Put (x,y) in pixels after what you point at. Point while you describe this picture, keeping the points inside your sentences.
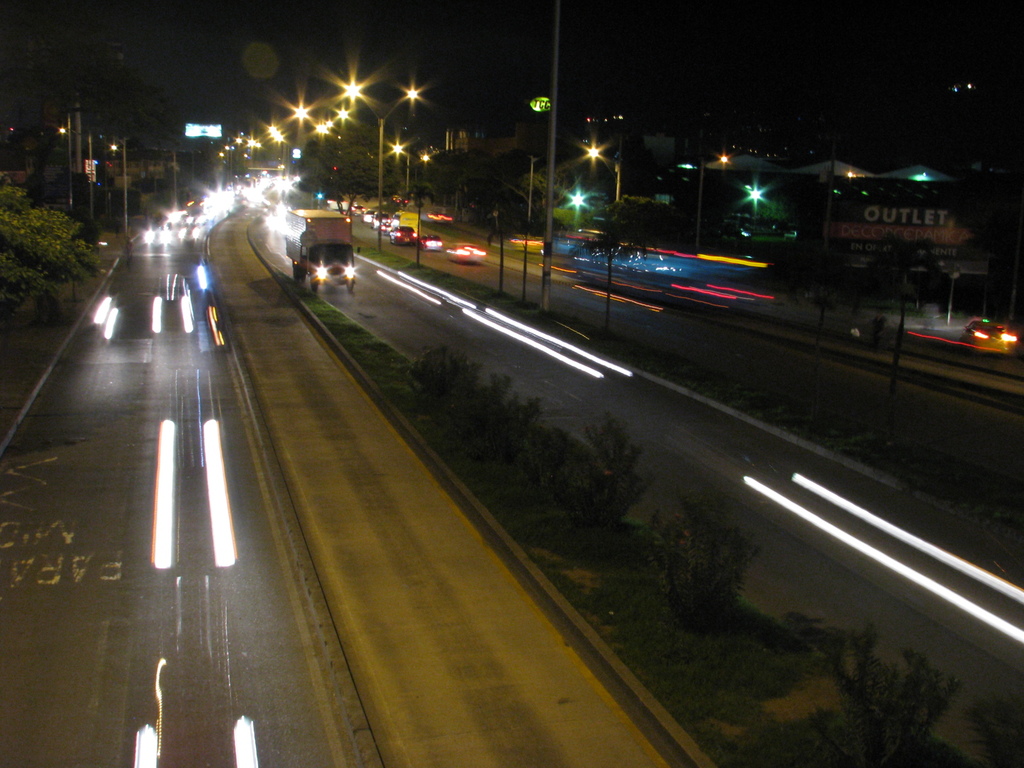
Vehicles (349,249) and radium lights (236,188) are on the road (479,325). These are light poles (273,131). Here we can see plants (582,504), hoarding (940,218) and trees (136,104). Background (592,37) it is dark.
